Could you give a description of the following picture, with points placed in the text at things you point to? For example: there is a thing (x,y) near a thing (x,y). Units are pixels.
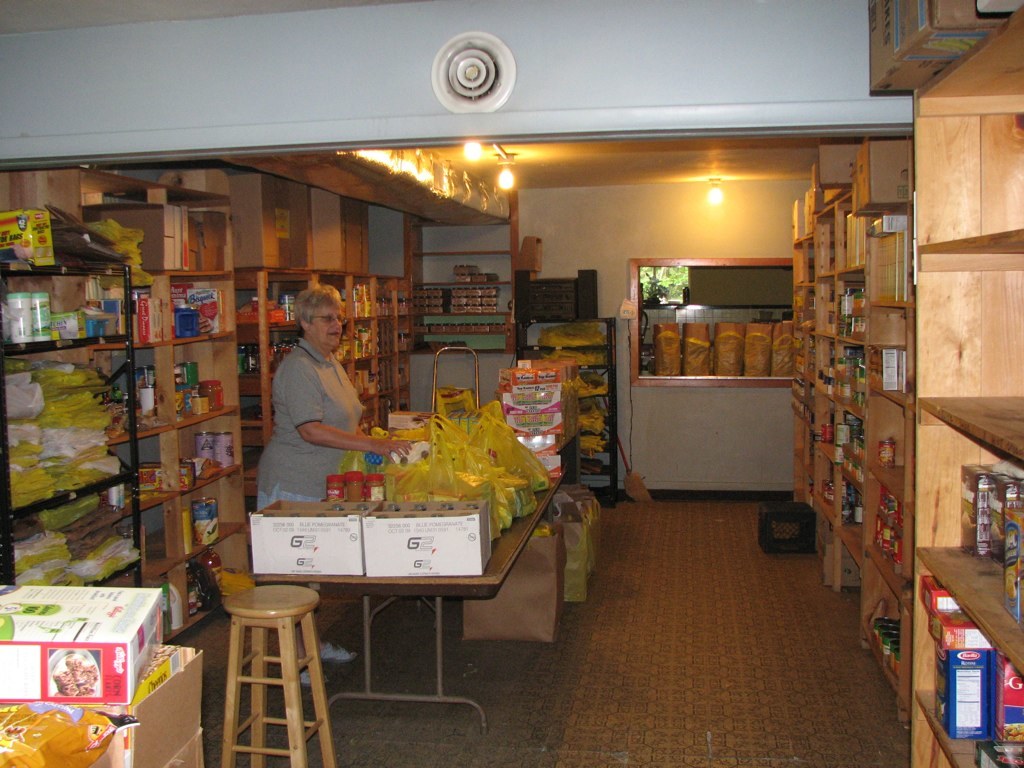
Here we can see a general store (615,291). There is a woman (353,438) on the left side (306,469).
